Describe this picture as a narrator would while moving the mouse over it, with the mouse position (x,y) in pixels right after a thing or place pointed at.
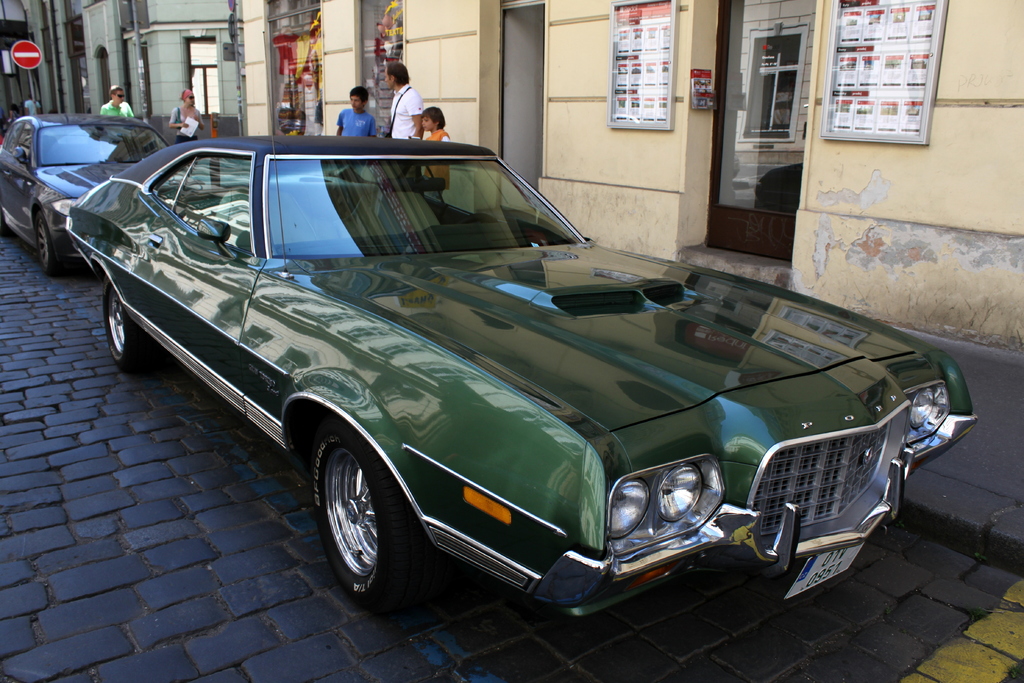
This picture shows couple of cars (330,224) parked and few people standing and we see buildings (427,91) and a sign board (17,59) and couple of advertisement boards (893,71) on the wall (599,70).
